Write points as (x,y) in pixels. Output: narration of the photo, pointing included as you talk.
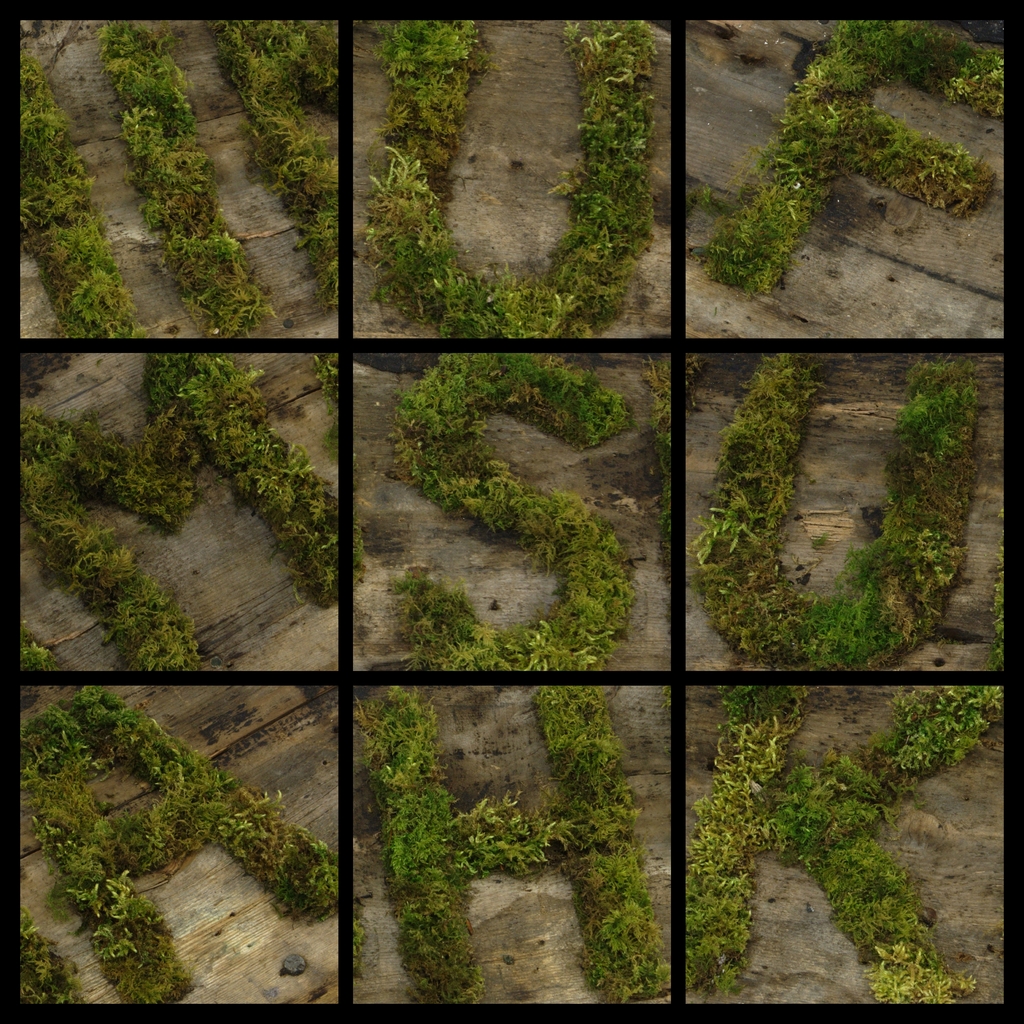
In this picture there is collage of few images which has few plants (609,253) shaped in the form of alphabets (830,154).
